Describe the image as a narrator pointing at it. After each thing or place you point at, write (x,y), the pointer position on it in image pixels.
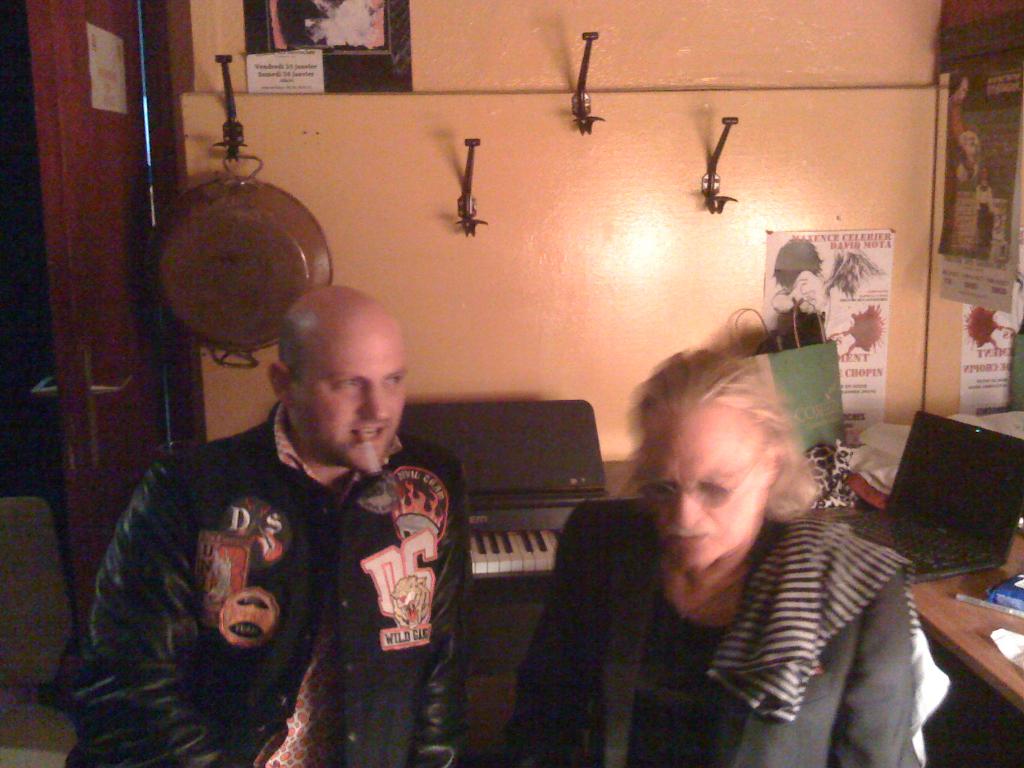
This picture is clicked inside the room (291,598). In the foreground (578,637) we can see the two persons (372,561) wearing jackets (358,640) and seems to be sitting and we can see the musical instrument (521,565) and a laptop (919,508) and some other objects (1004,611) are placed on the top of the wooden table (987,613). In the background (771,201) we can see the wall (478,203) and there are some objects (296,200) hanging on the wall (905,307) and we can see the text (803,234) and some pictures (833,272) on the posters (1003,253) and we can see the wooden door (135,215) and some other objects (123,80).
